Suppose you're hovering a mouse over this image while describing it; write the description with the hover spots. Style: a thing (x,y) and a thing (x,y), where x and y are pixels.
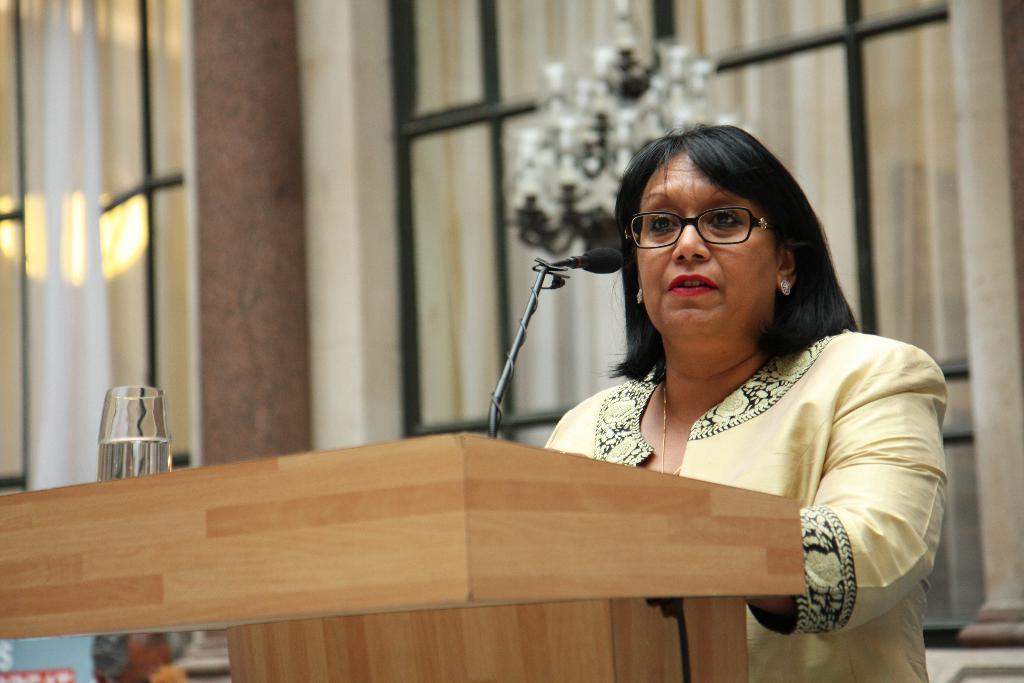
In the middle of the image (524,314) there is a podium (477,473) with a mic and a glass (137,396) with water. Behind the podium (695,586) there is a lady (808,350) with cream color dress (799,440) is standing and kept spectacles (713,243). Behind her there is a glass window (473,176) with curtains (912,150) and also there are pillars (215,99). To the left corner of the image (64,166) there is a white curtain (75,247).
